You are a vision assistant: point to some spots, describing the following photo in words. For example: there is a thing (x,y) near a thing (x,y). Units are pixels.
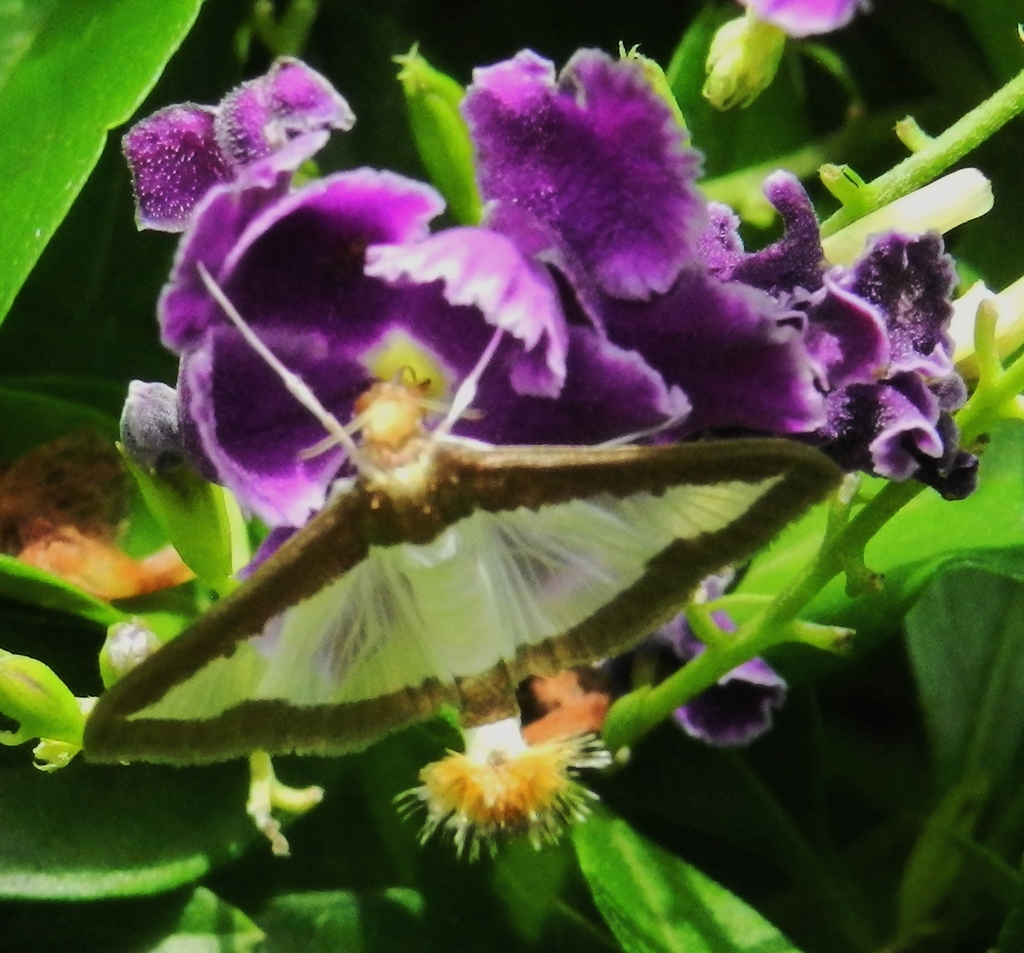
In this picture we can see flowers (331,315), leaves (172,806) and stems (803,609) of the plants (151,194). In the background (378,833) there is greenery (978,279).
